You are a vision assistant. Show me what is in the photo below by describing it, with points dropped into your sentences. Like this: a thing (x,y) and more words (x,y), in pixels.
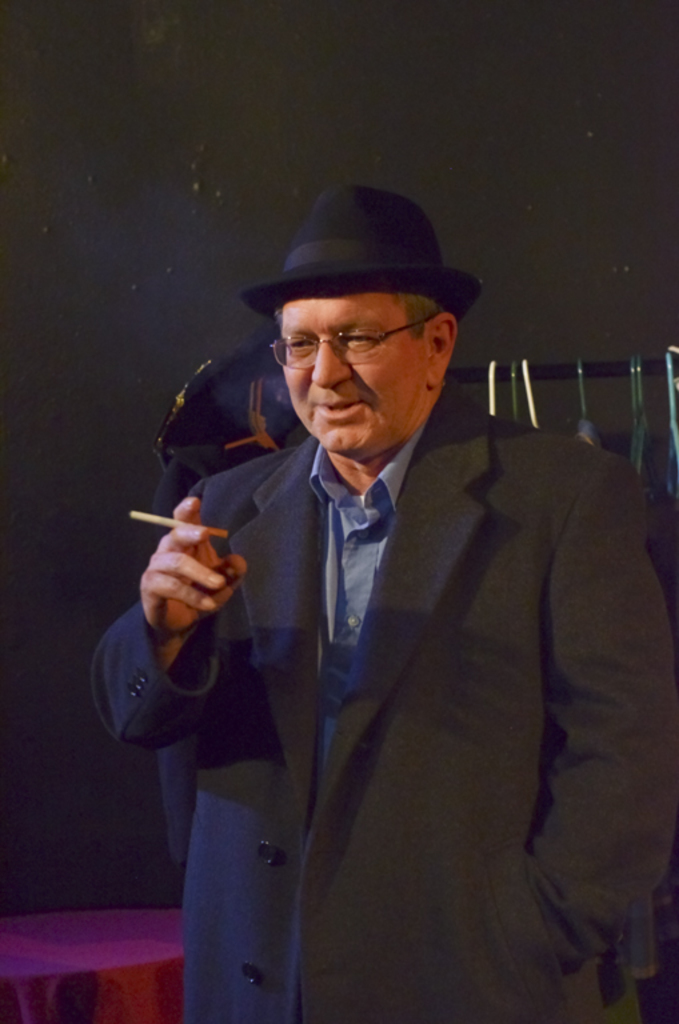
In this image there is a person (424,678) wearing jacket (373,800) and he is holding a cigarette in his hand (220,599). He is wearing spectacles (368,348) and cap (375,283). Behind him there is a rod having few hangers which are having clothes (582,430) on it. Left bottom there is a table (91,975) having cloth (112,975) on it. Background (57,826) there is a wall (41,261).
